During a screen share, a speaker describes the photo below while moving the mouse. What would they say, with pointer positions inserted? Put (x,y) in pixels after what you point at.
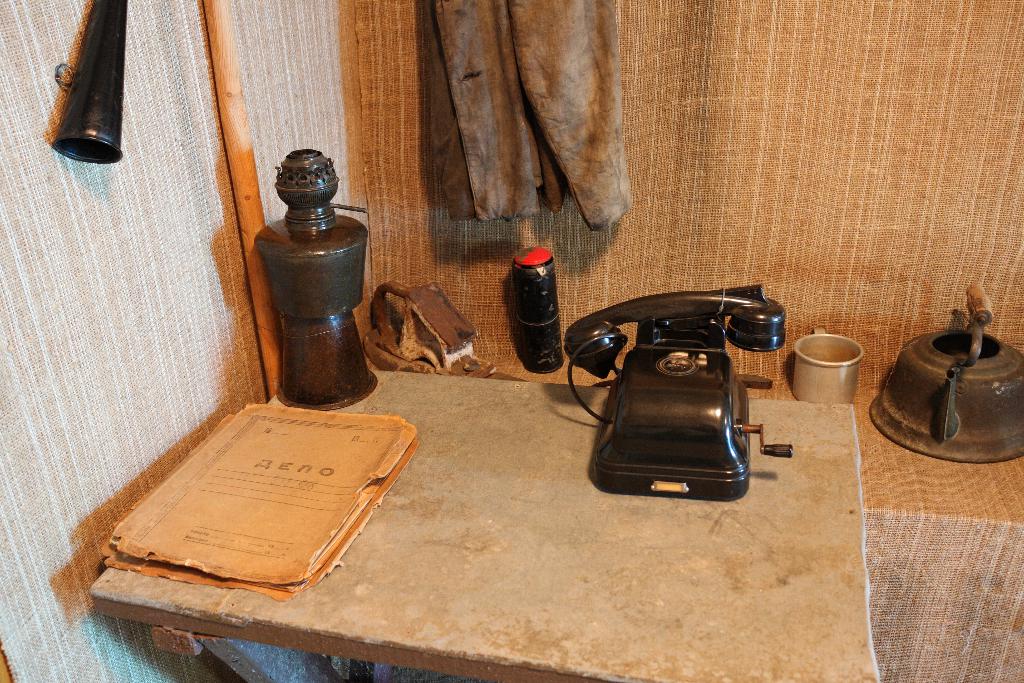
In this image, we can see some objects (445,305). There is a table (498,498) at the bottom of the image (506,556) contains telephone (623,417), oil lamp (352,348) and file (300,516). There is a cloth (484,78) at the top of the image (561,103). There is a pipe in the top left corner of the image (117,108).
